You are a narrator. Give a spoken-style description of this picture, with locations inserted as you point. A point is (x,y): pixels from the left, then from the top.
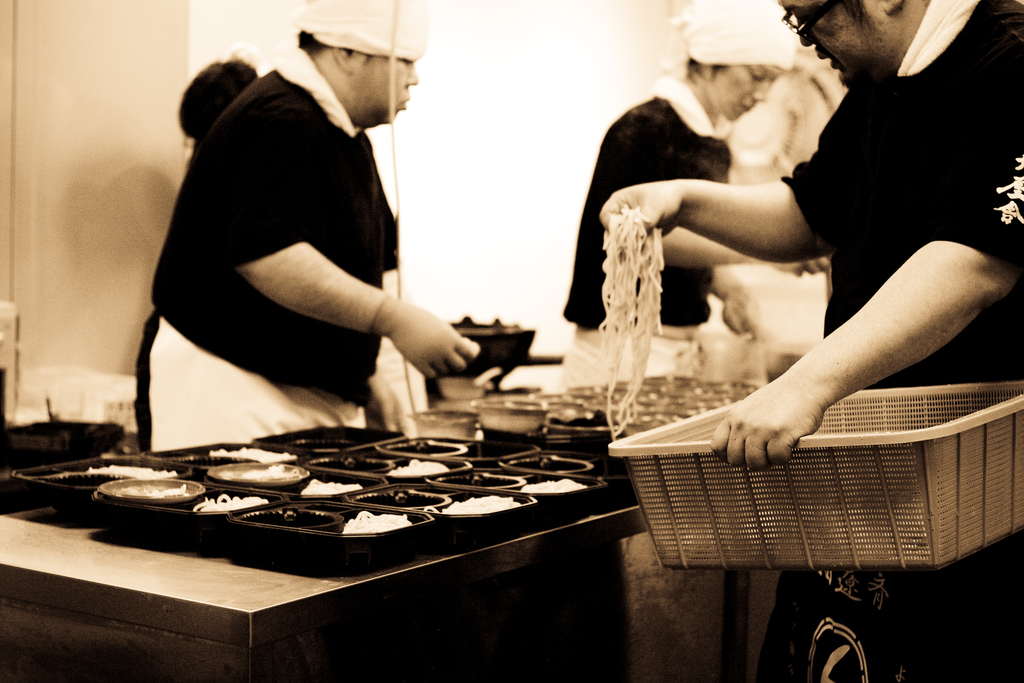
In this picture, we see four people (258,122) are standing. The man (840,339) on the right side (797,225) is standing and he is wearing the spectacles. He is holding a basket (847,485) containing noodles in his hand (802,431) and he is putting the noodles (608,324) in the bowl (465,474). In front of them, we see a table (301,590) on which a tray (292,552) containing bowls (480,456) and empty bowls (480,456) are placed. In the background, we see a white wall (476,193) and an object (498,340) in black color. This picture might be clicked in the kitchen (544,393).
